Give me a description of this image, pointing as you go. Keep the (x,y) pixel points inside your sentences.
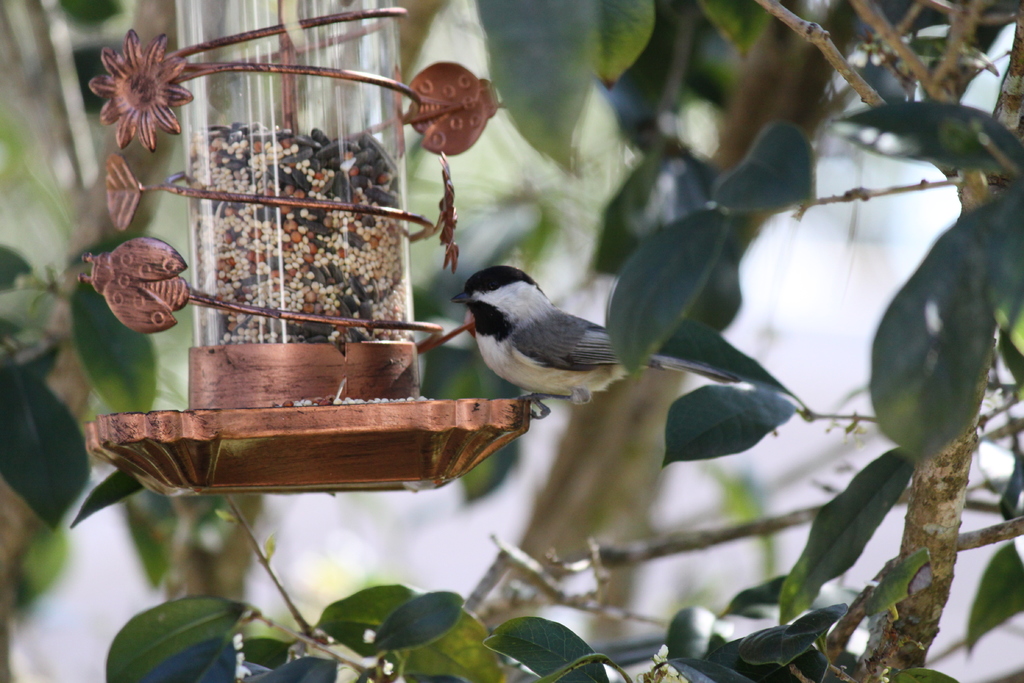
There is one bird (544,372) sitting on a bird feeder (481,398) as we can see on the left side of this image (339,368), and there is a stem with some leaves (664,317) in the background (580,519).
